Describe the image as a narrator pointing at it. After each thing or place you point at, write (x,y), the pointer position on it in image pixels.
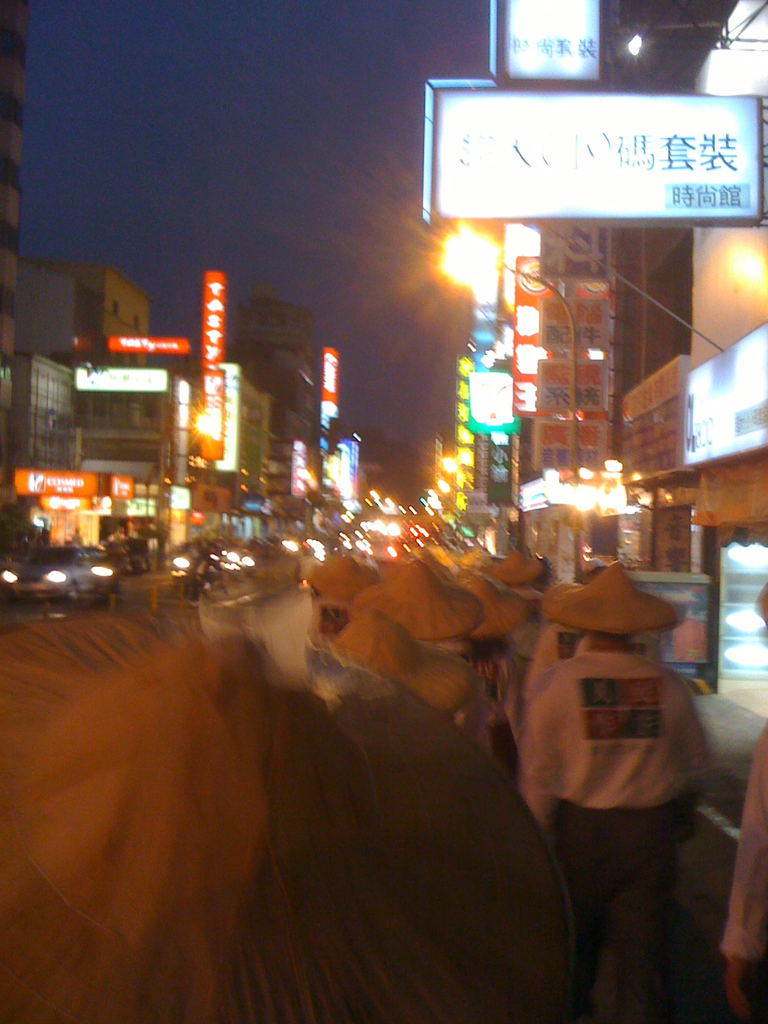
In this image, we can see people (416,861) wearing hats (374,656) and in the background (305,354), there are lights (463,405), boards (480,405), buildings (272,476) and we can see vehicles (71,579) on the road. At the top (269,153), there is sky (286,268).
